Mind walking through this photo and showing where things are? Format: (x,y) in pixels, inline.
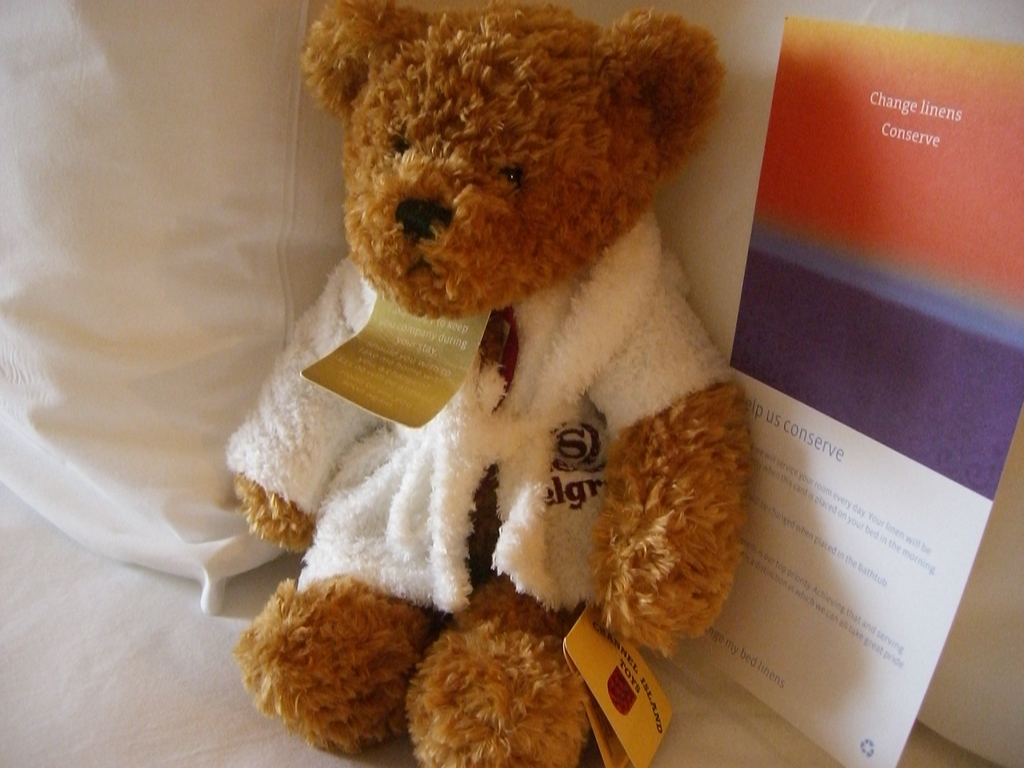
As we can see in the image, there is a teddy bear doll (514,325), it is wearing white color shirt (492,435). Beside the doll (534,452) there is a poster (891,457).
